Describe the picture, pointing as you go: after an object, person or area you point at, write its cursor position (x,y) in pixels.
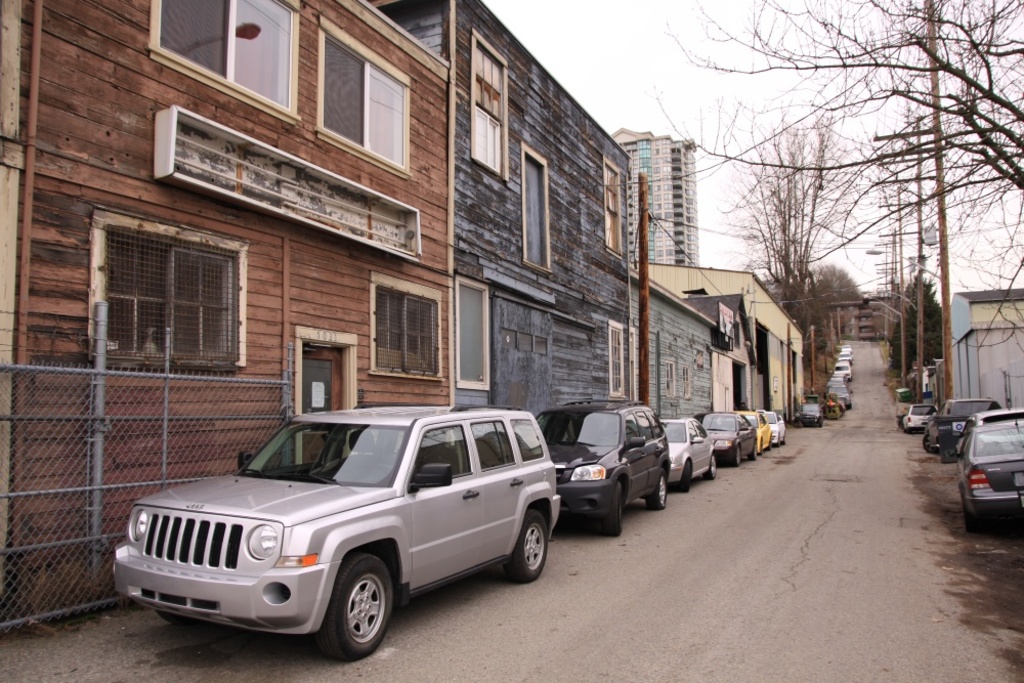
This is a street view. I can see poles (790,336), trees (799,260), cars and buildings (960,396) on both sides of the road (860,546). At the top of the image (708,160) I can see the sky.
